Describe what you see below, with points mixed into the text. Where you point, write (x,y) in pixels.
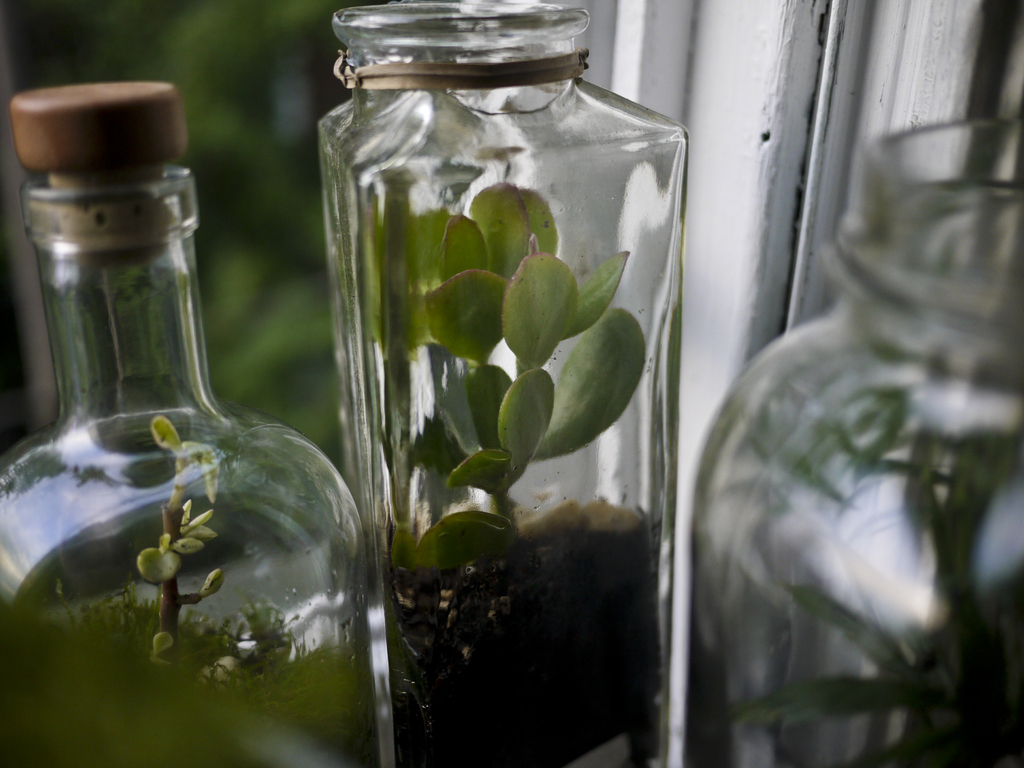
This image contains a glass bottle (445,124) in which tree plant (480,378) is placed. Here, we see three glass bottles (335,475) and behind that, we see wall (737,133) which is white in color.
